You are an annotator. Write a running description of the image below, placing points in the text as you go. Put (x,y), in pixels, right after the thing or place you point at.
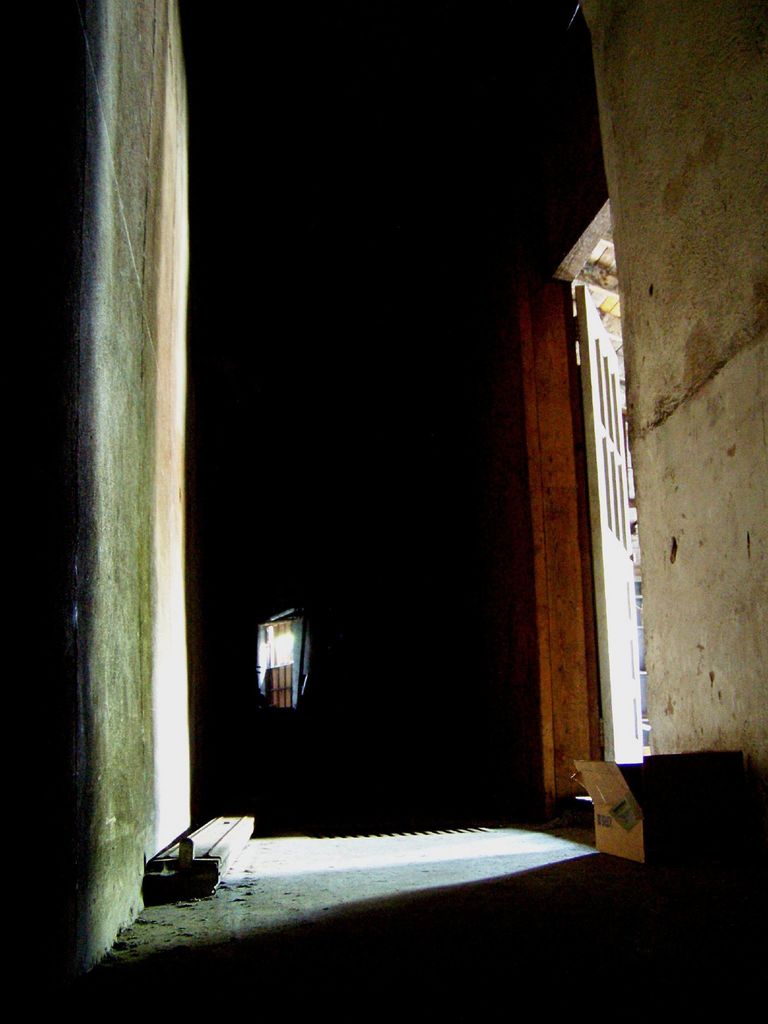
The picture consists of a narrow lane (449,701). On the right (611,601) we can see door (622,592) and wall (726,721). In the center of the background (281,633) we can see light (273,654) coming through a door (289,651). On the left (38,282) it is wall (134,601). In the foreground (673,791) there is a box (639,825) and an object (205,840).
